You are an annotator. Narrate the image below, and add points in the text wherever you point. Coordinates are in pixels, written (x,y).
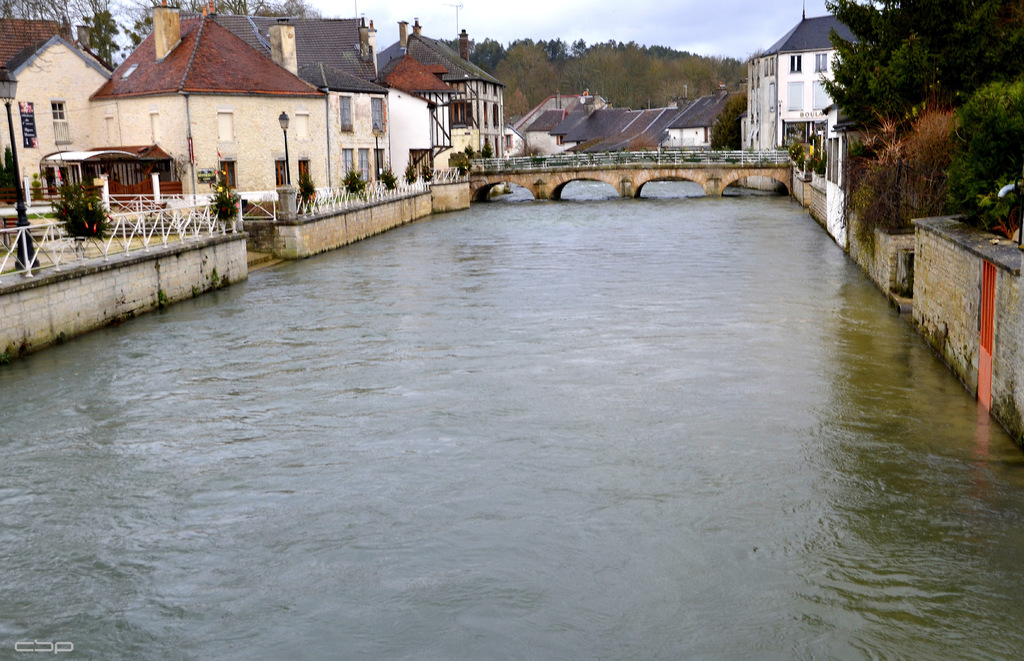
in this image in the front (543,348) there is water (578,325). In the center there is a bridge (633,176) and on the left side (229,154) there are buildings (204,161), plants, poles (376,132). On the right side (859,129) there are trees (856,111) and there is a building (791,84) and there is a wall (814,184). In the background (581,63) there are trees (591,67) and the sky (618,23) is cloudy.
